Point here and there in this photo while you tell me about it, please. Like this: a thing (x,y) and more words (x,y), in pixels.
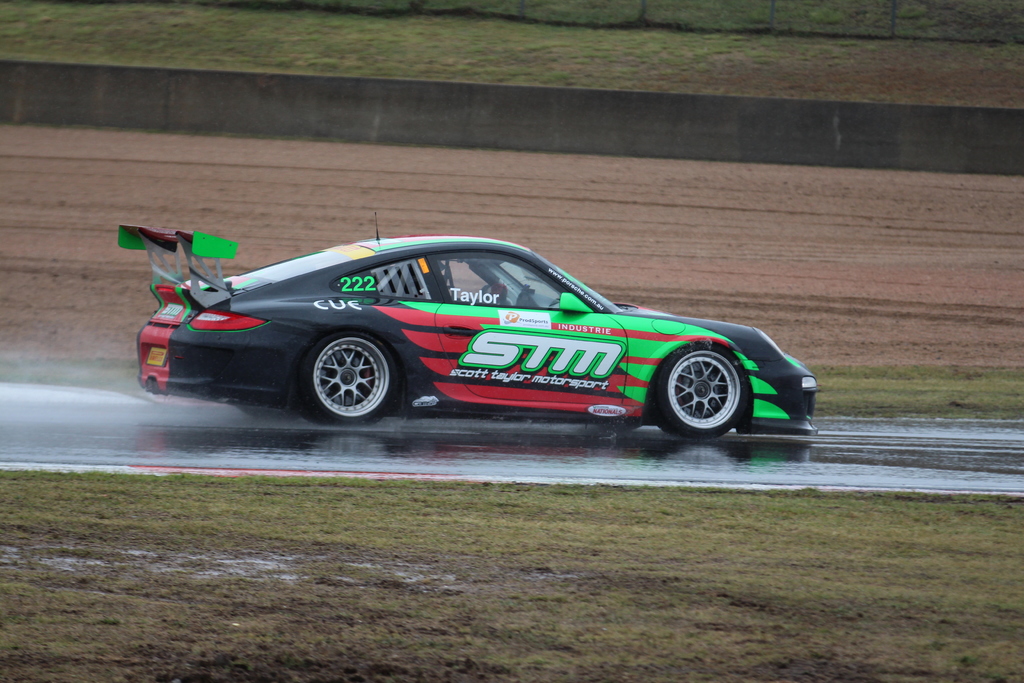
In this picture I can observe a car (399,362) on the road (169,436). The car (512,408) is in black, green and red colors. In the background (232,109) I can observe a wall (469,118) and an open land (439,214).
